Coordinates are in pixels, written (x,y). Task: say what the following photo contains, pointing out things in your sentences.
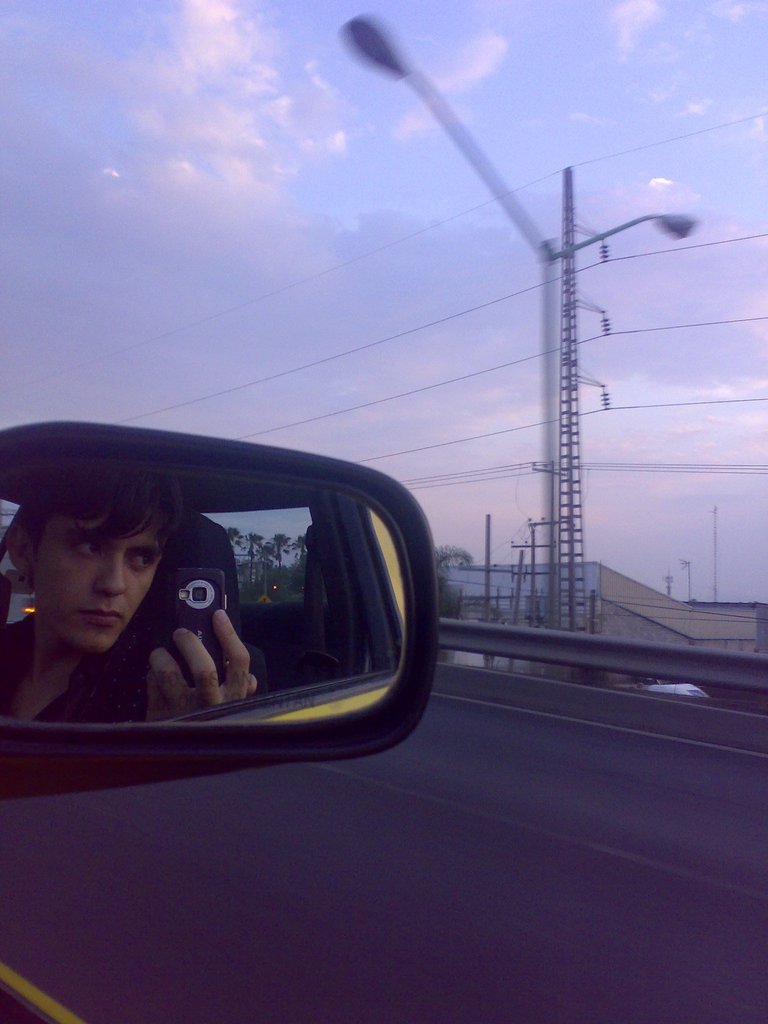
In this image we can see the side mirror (327,630) of a car (25,483). In the car mirror (119,602) we can see a person (77,662) holding the video cam (206,594). On the right side (543,491) there are light poles (535,240) on the road (556,729). Behind the poles (554,315) there is an electric pole (576,351) to which there are wires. At the top (594,67) there is the sky (594,85). At the bottom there are buildings (598,580).
